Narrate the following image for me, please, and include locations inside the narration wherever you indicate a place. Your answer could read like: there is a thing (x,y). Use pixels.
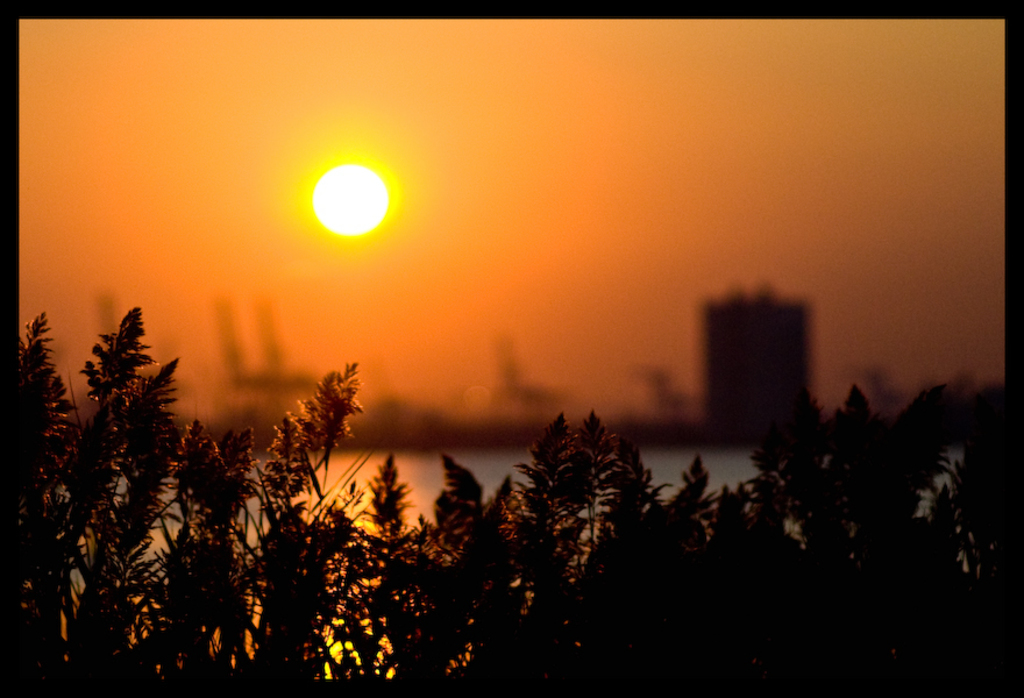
In this picture we can observe some plants (463,548) here. There is water (475,469). In the background (727,381) there is a building (711,378) and a sky (367,258) with sun (343,193).
